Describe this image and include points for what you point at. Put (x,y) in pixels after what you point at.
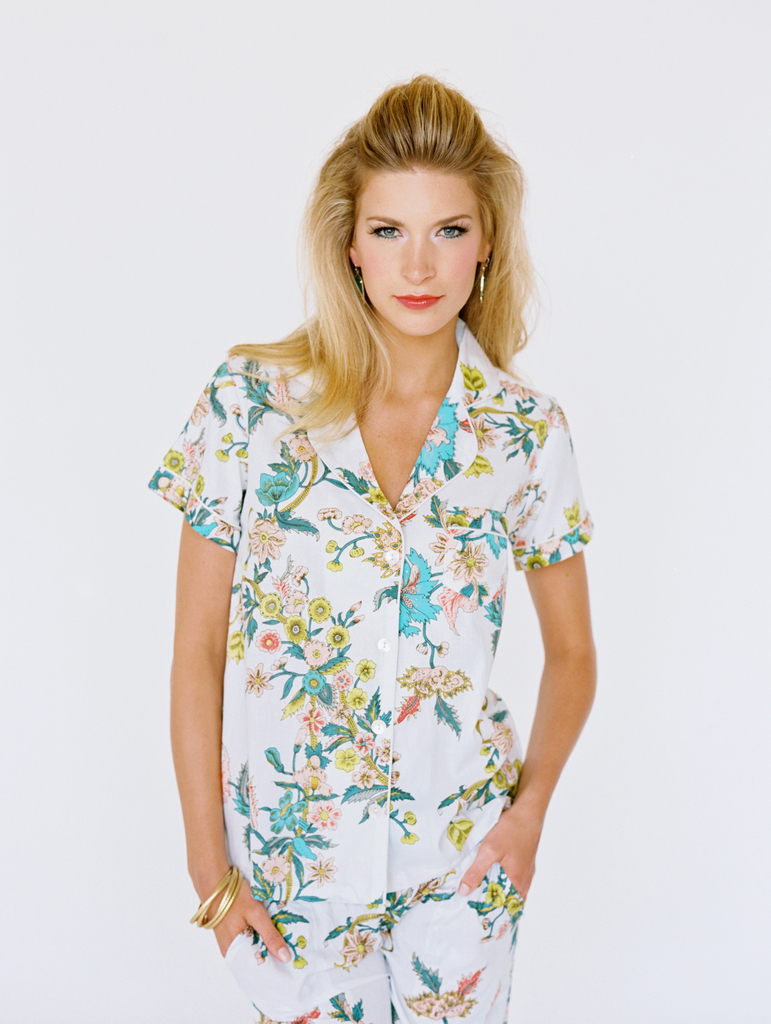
In this picture there is a woman (400,499) who is wearing shirt (380,642), trouser (374,936), bangles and earrings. She is not smiling. In the back (572,378) I can see the white object (651,617).
